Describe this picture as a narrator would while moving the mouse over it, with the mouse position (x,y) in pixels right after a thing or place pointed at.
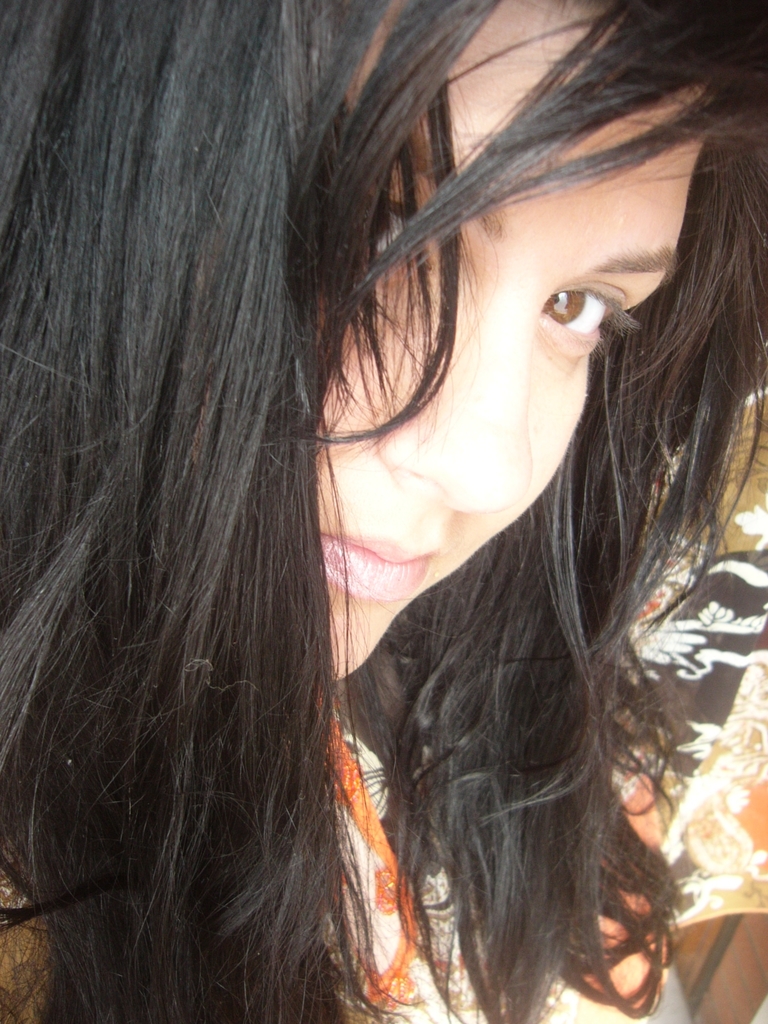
We can see close up image of a girl (437,791) wearing clothes (376,851).
